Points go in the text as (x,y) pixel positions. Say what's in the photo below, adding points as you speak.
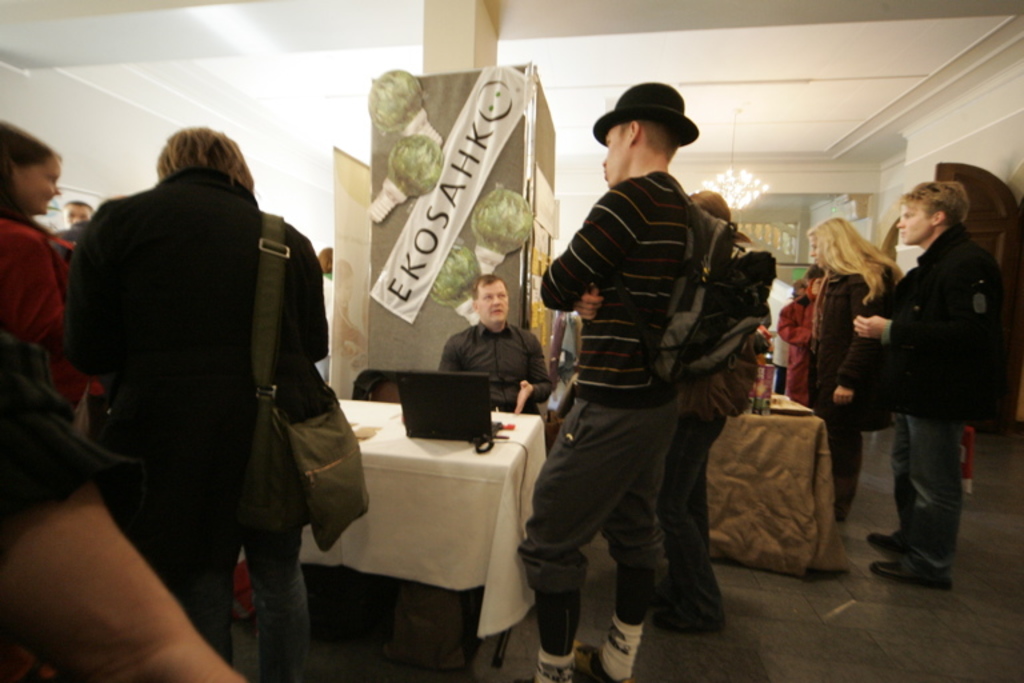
In this image, There are some people (903,378) standing, In the middle (508,452) there is a table (480,494) which is covered by a white cloth (454,494) and there is a black color laptop (450,418) on the table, In the background (914,42) there is a white color roof (701,58).
